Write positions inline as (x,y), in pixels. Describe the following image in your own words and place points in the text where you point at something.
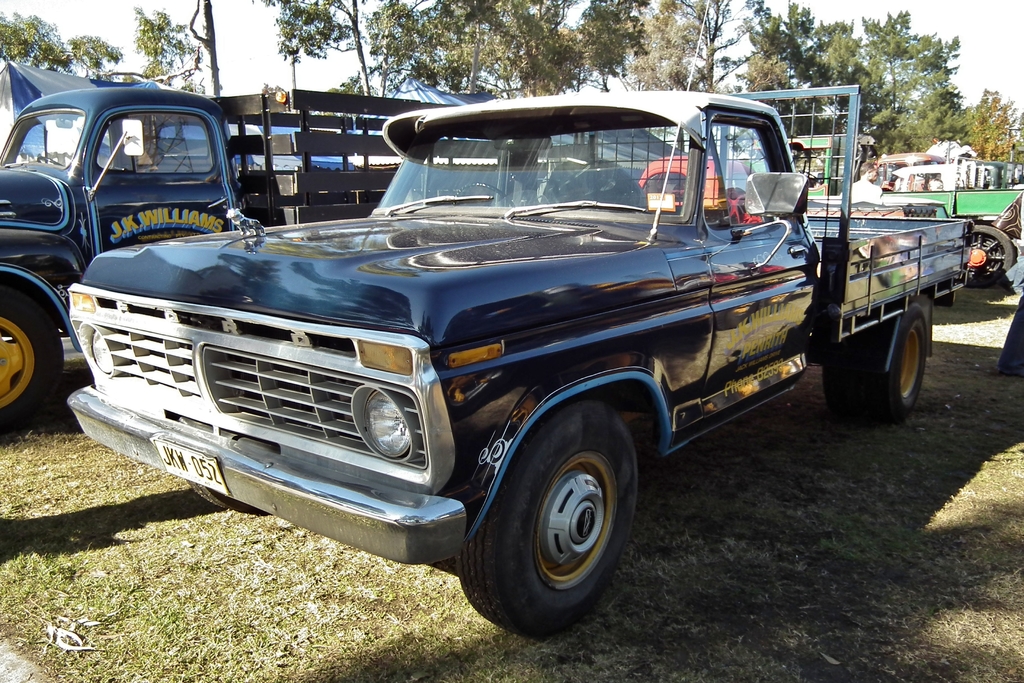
This image is taken outdoors. At the bottom of the image (326,613) there is a ground (850,552) with grass (912,543) on it. In the background (837,29) there are many trees (24,57). In the middle of the image (531,441) a few vehicles (566,132) are parked on the ground (810,594) and there are two tents (27,88).
